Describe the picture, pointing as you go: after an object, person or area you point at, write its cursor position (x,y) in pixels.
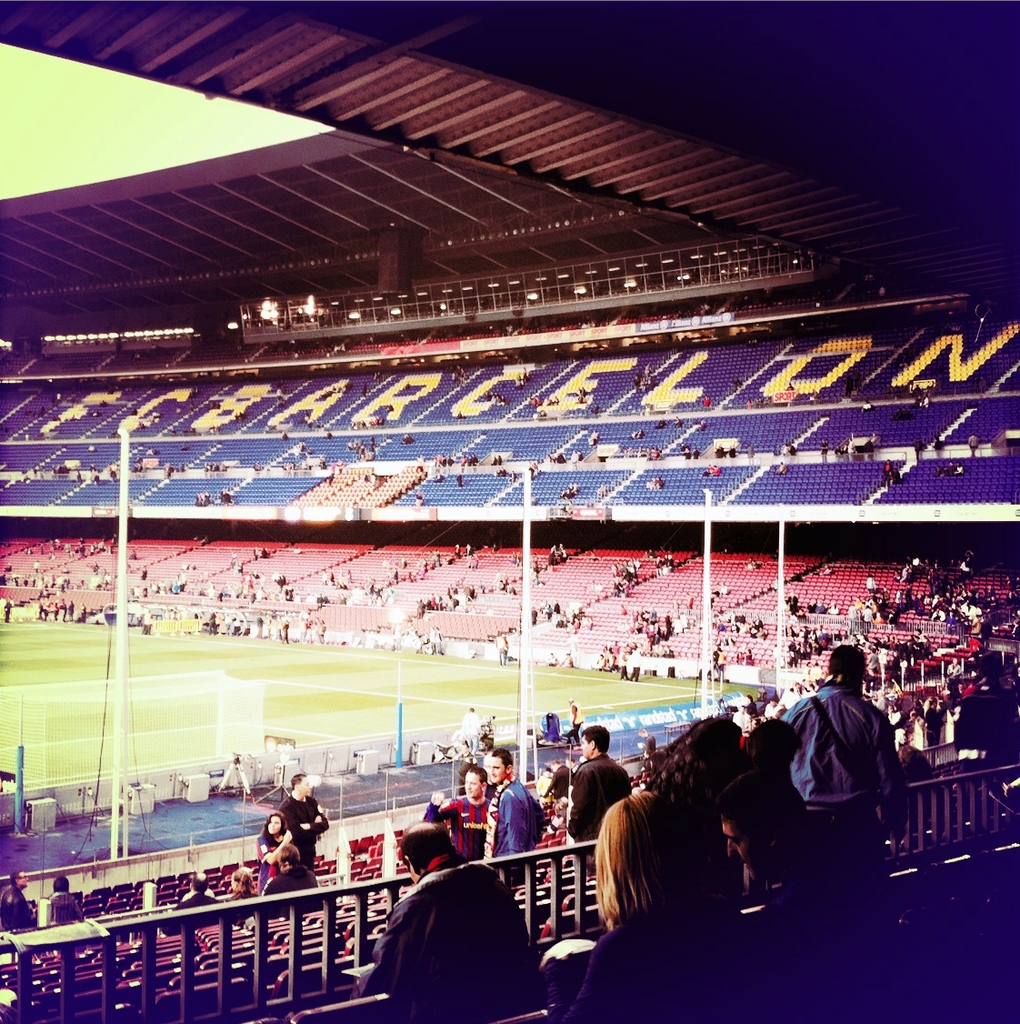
This picture is taken in a stadium (193,590). At the bottom (568,781) there are people (587,801) moving around. In the center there are poles (526,520). Towards the left (103,650), there is grass (103,670). On the top (506,119) there is a roof (323,147).
